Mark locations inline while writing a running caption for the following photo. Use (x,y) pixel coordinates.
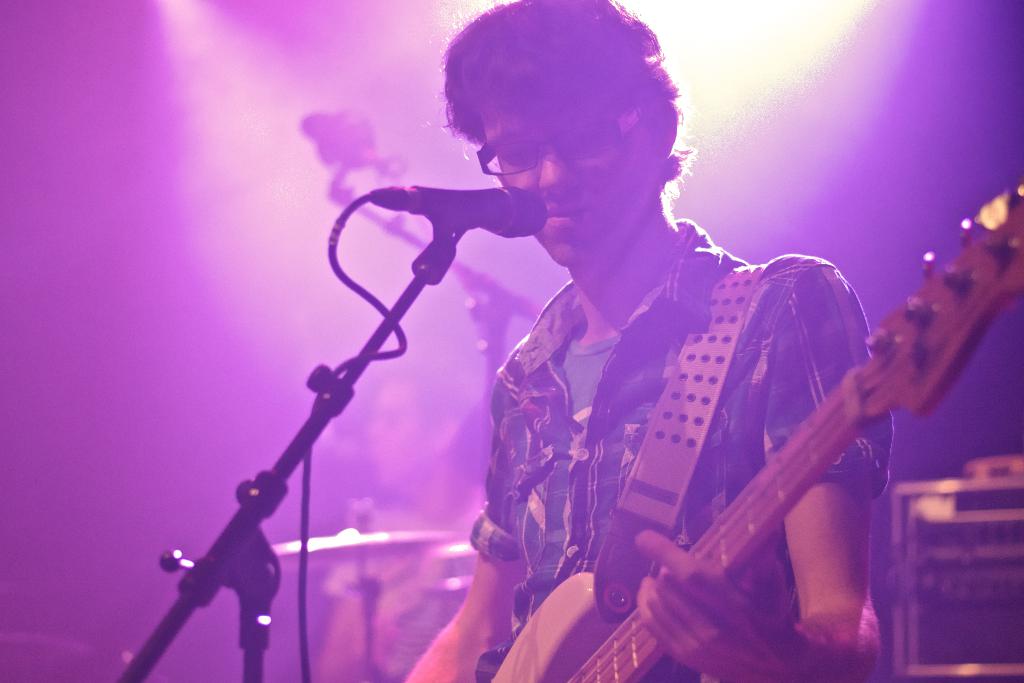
In the center (627,396) we can see one man (679,351) standing and holding guitar (766,520). In front (500,231) there is a microphone (493,212). In the background (996,186) there is a wall (996,186) and few musical instruments (462,561).
